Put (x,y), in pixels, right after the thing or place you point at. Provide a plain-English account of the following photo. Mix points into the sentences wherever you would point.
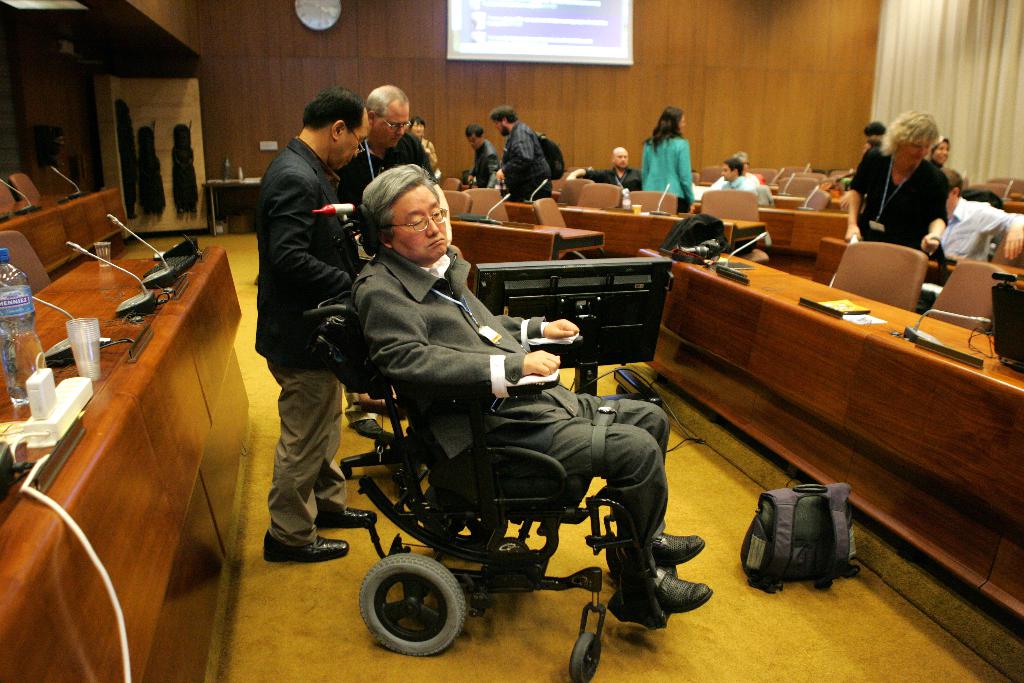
This picture is taken in a room (731,318). The room (654,327) is filled with the tables (179,325) and chairs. In the center (555,401) there is a person (389,187) sitting in a wheel chair (481,502), behind him there are two persons (383,153), beside him there is bag (809,492). In the background (759,160) there is wall (434,49), screen (487,31), a wall clock (326,16) and group of people (908,139).
